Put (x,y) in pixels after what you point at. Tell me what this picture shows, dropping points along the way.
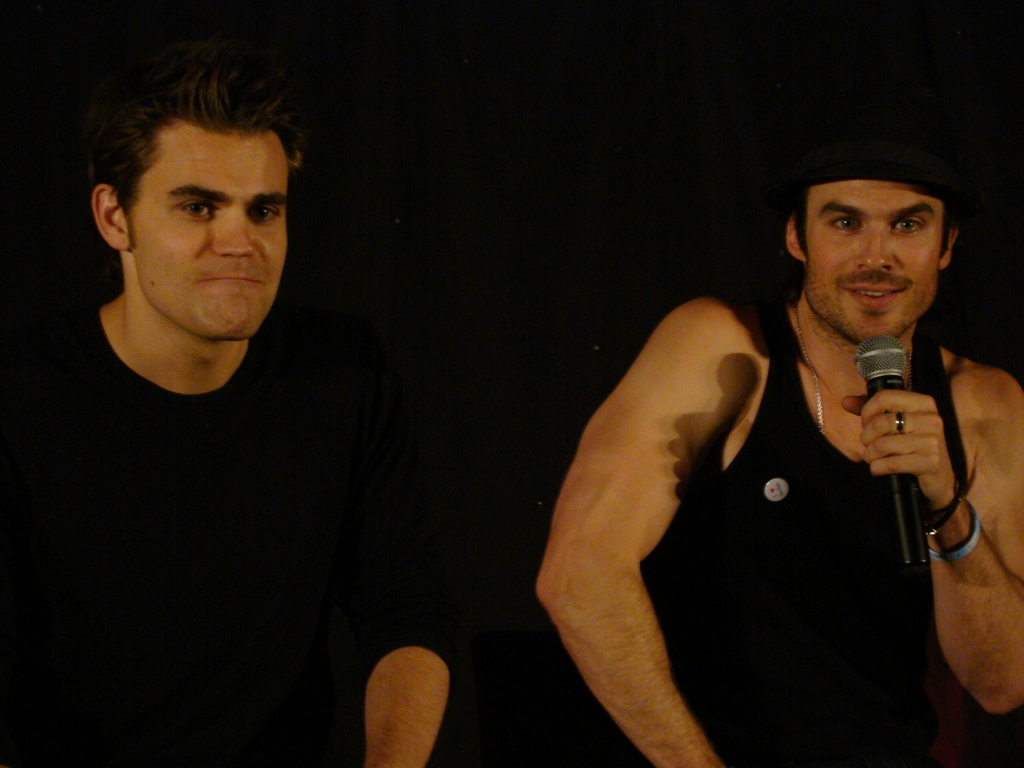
In this image, there are two persons (815,292) wearing clothes (329,510). There is a person (799,599) who is on the right side of the image (825,508) holding a mic (865,375) with his hand (912,423) and wearing a cap (891,157) on his head (857,187).
